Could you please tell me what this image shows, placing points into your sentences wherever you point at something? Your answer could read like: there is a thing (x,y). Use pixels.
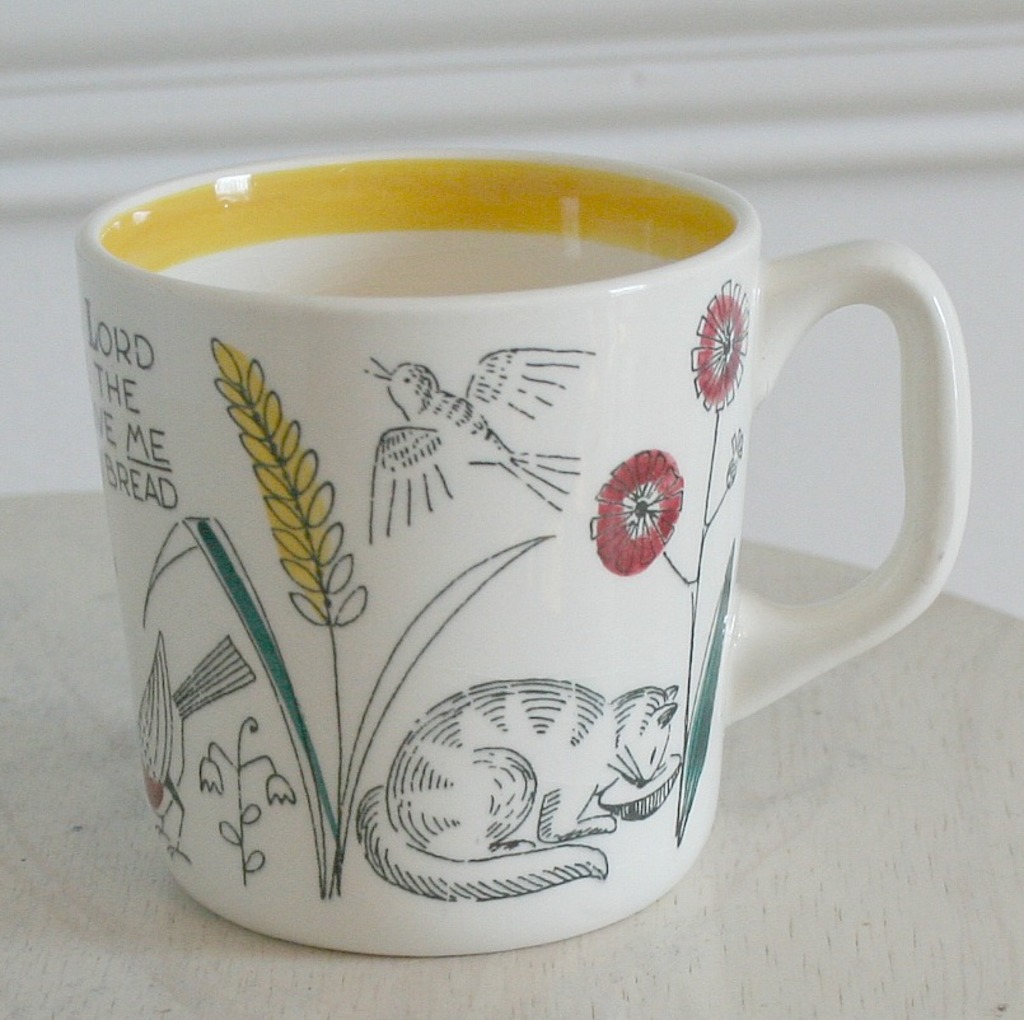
In this image I can see a white colour mug (144,487) in the front (902,461) and on it I can see depiction of birds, a cat (496,696) and few flowers (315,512). I can also see something is written on the left side of the mug (97,365).
